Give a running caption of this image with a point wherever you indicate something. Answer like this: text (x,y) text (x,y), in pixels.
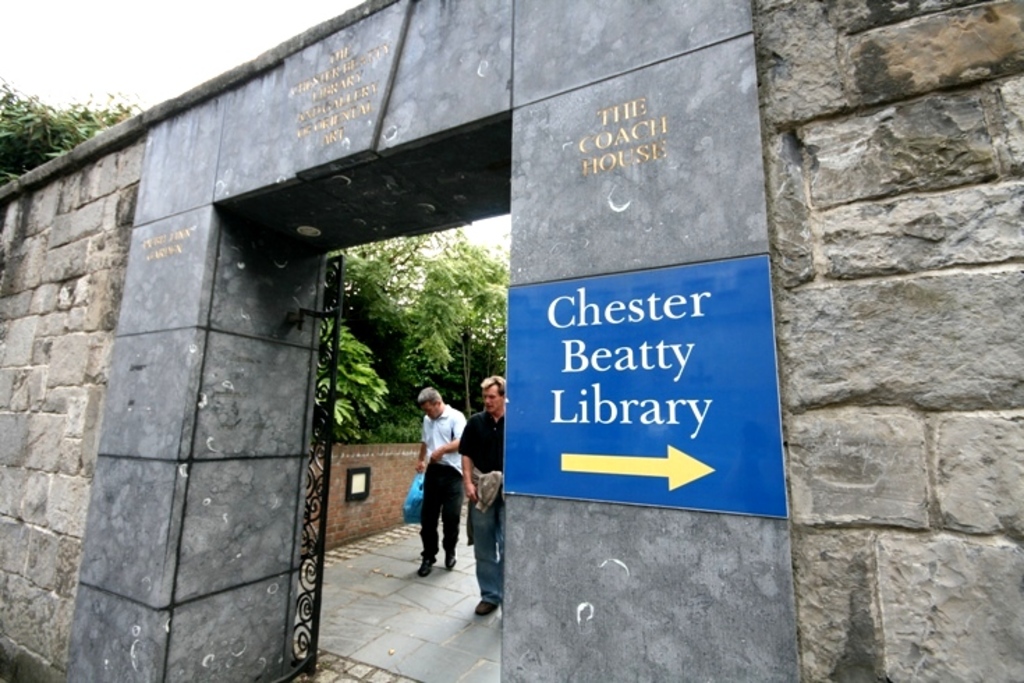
In this image we can see an arch (596,557) and there is a board (655,400). There are people (493,512) and we can see trees (12,162). At the top (158,66) there is sky (170,67).
